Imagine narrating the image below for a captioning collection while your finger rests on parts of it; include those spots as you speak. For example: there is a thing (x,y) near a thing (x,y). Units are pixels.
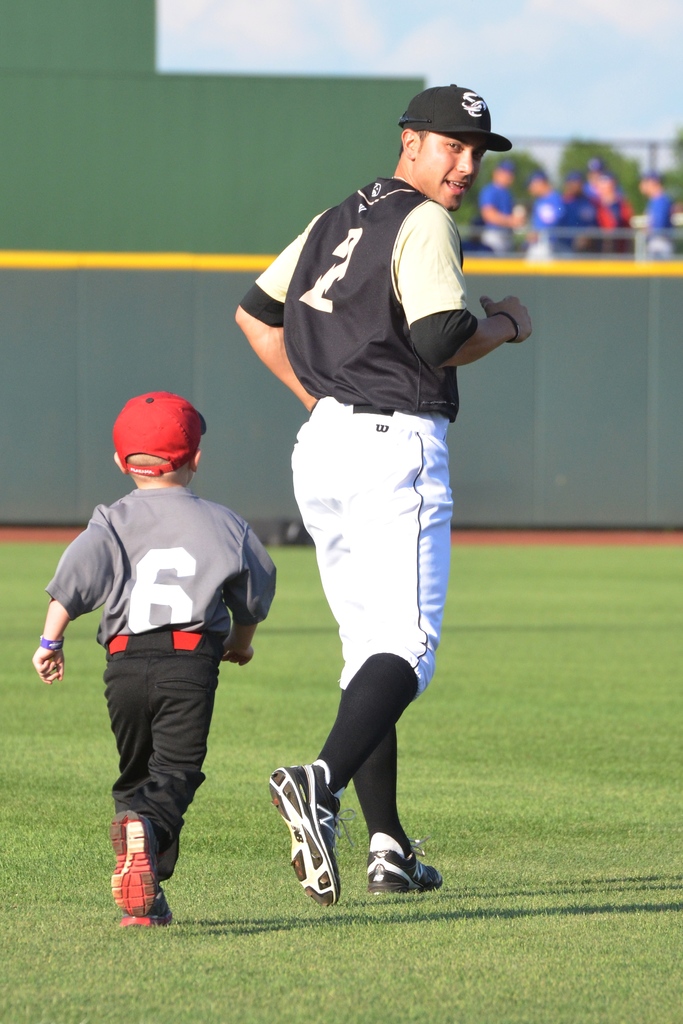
In this image we can see a man (370,628) and a child (153,886) running on the ground (495,560). In the background (519,183) there are persons (579,211) standing, trees (520,173) and sky (405,63) with clouds (288,32).
